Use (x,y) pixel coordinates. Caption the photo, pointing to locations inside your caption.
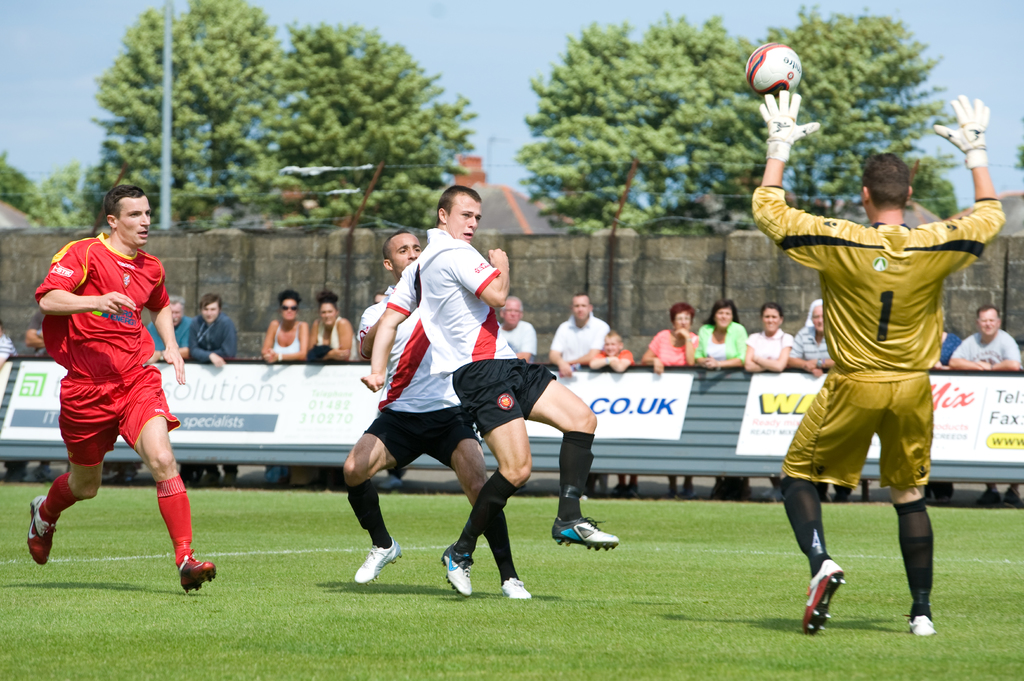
In this image, we can see people (910,341) wearing sports dress (427,355) and are playing on the ground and we can see a ball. In the background (227,373), there is a board (572,383) with some text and logos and we can see some other people (345,342) and there are poles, sheds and trees (564,98). At the top (453,78), there is sky (545,60).
